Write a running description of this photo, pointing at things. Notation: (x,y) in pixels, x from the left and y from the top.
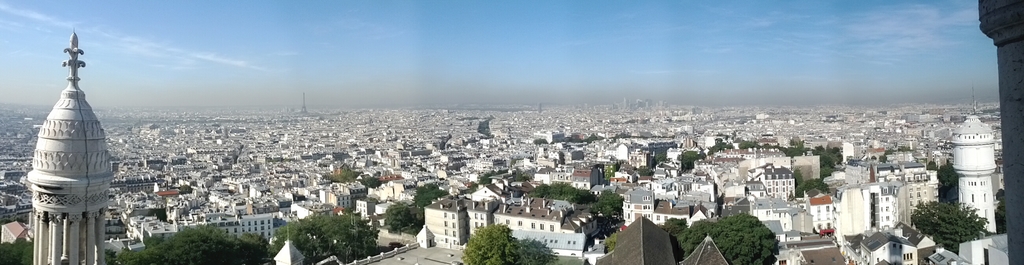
In this image there are some buildings (597,162) in the middle of this image (590,152). There are some trees (610,174) in the bottom of this image (586,196). There is one pillar (79,189) on the left side of this image (96,173) and right side of this image (1014,192) as well. There is a sky (385,66) on the top of this image (471,57).
